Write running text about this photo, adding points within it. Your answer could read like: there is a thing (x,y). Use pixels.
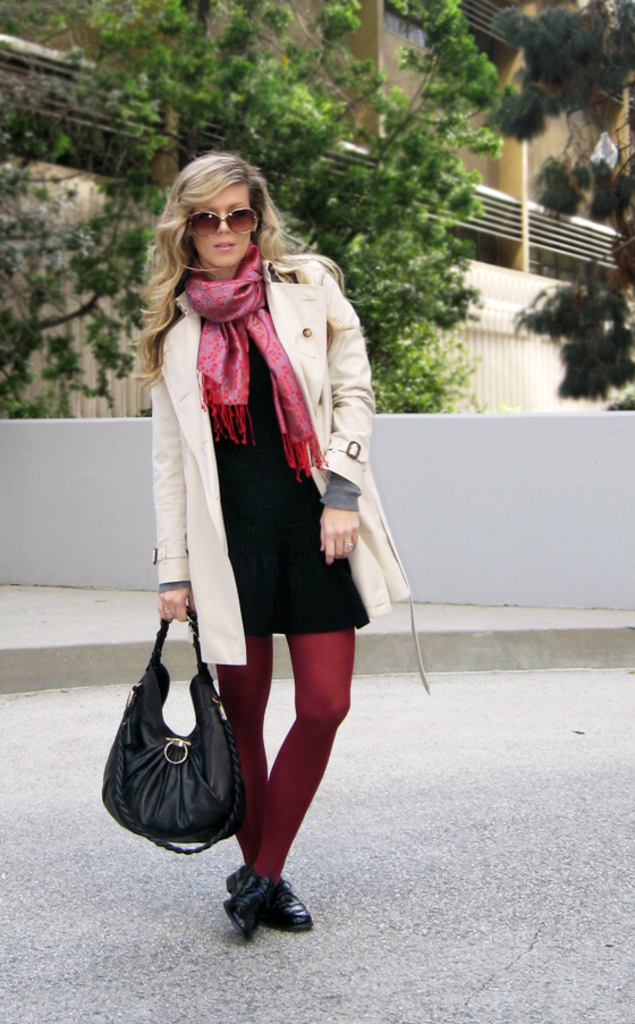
This is the woman (243,506) standing. She wore a scarf (214,348), cream suit (294,331), dress (295,622), shoes (249,885) and goggles (251,222). She is holding black color handbag (205,794). At background (104,381) i can see trees (295,164) and building (482,327). This looks like a wall (514,537).
